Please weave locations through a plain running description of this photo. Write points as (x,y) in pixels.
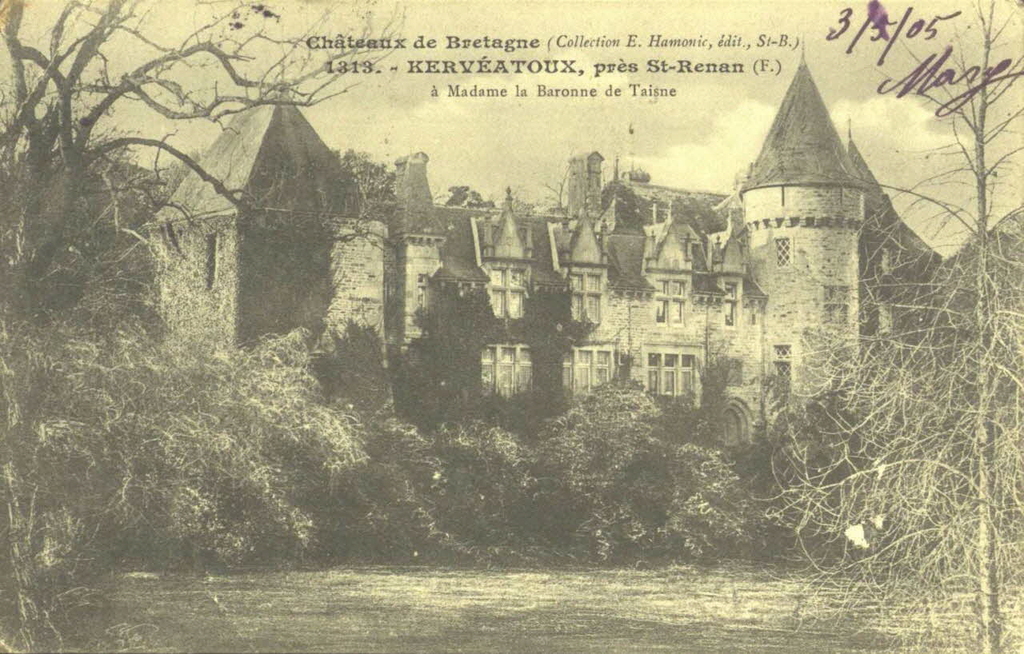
In this image I can see it is a black and white image, in the middle (460,376) it's a big house (516,245), there are trees (309,361). At the top (664,48) it is the sky (599,81) and there is text (558,90).
